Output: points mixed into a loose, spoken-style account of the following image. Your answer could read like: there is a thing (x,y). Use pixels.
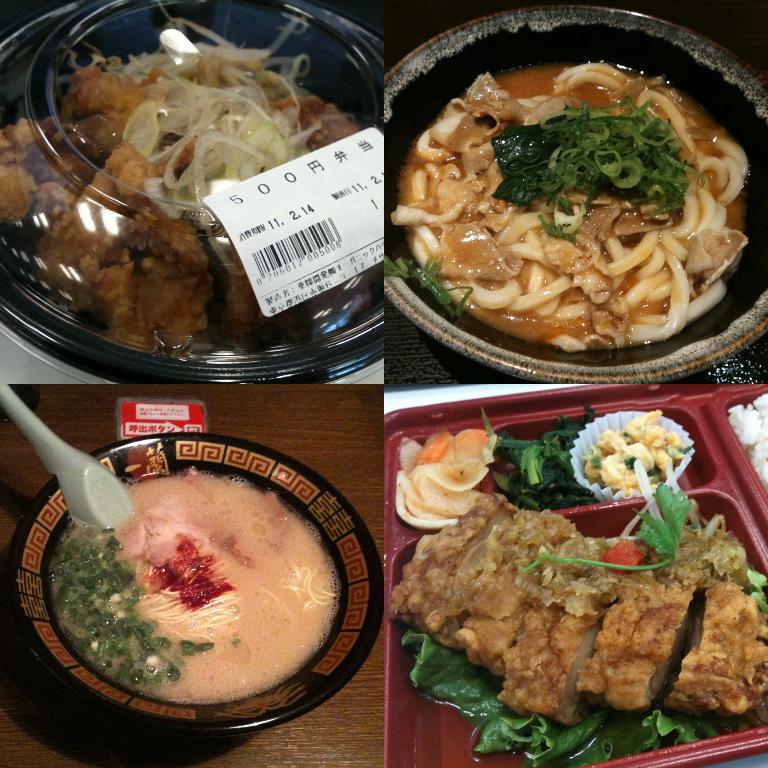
This image contains collage of photos. In the photos there are plates (300,467) having food (414,198) in it. Left bottom there is a plate (116,469) having some food (120,549) and a spoon (14,408) in it. Left top there is a plate (55,335) having food (137,306) which is covered with a lid (161,171). On the lid (214,225) there is a label (249,238) attached to it.
